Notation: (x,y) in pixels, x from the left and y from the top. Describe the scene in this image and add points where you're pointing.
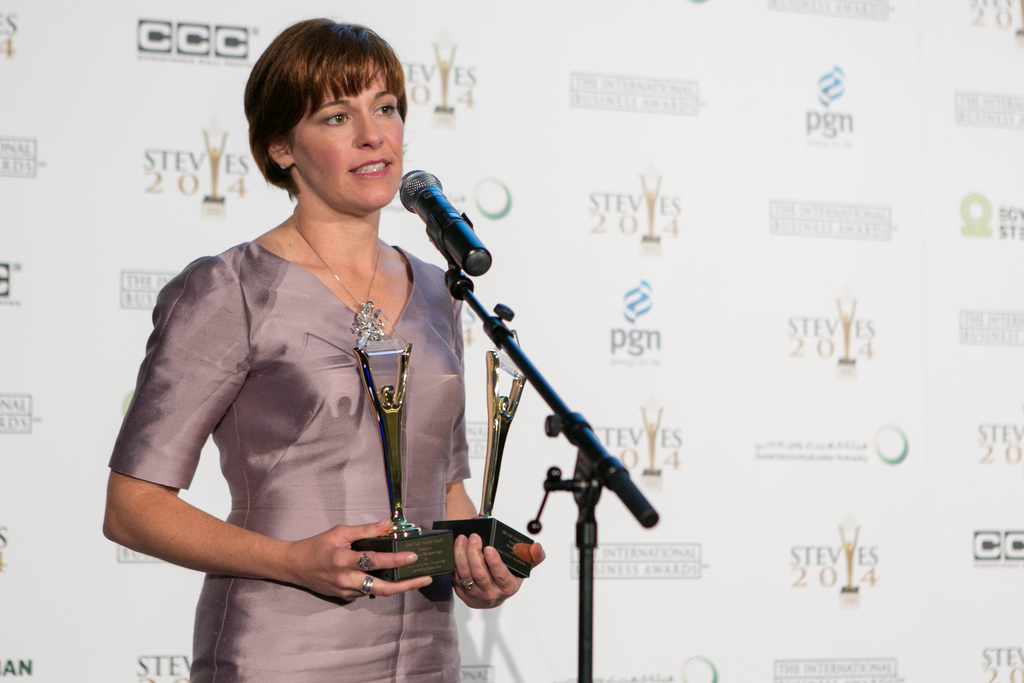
In this picture we can see a woman (341,212), she is standing in front of microphone (472,250) and she is holding shields (504,443), behind her we can see a hoarding (737,200).
